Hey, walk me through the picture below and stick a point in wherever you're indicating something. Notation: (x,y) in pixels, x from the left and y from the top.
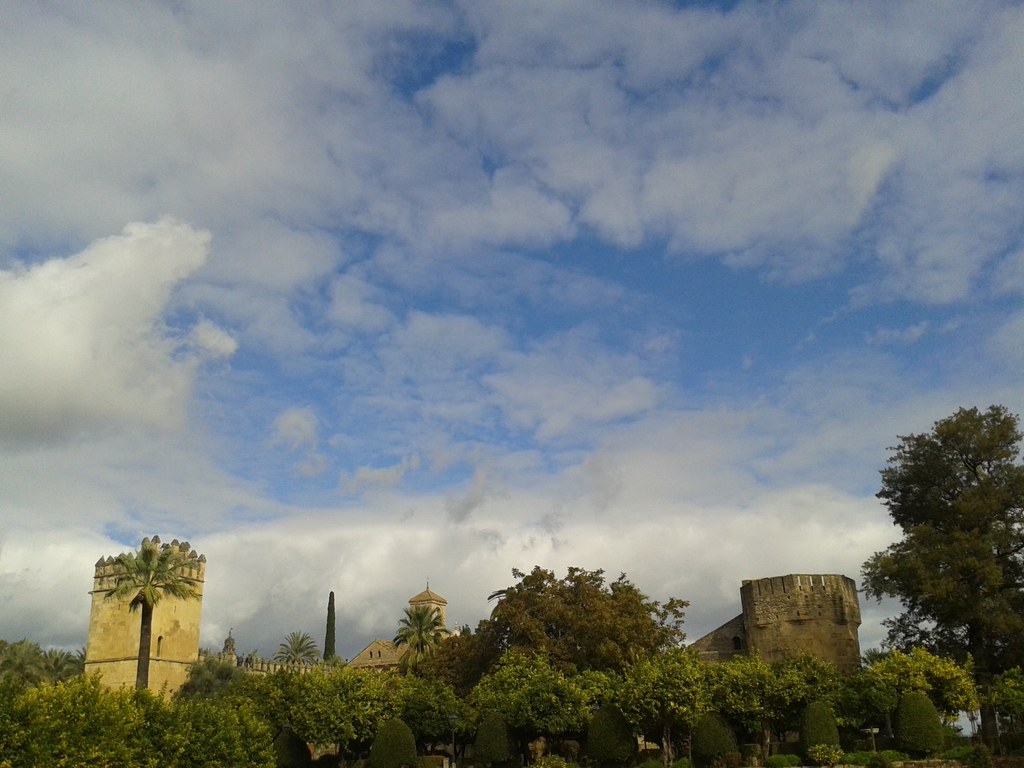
In this bottom of the image (420,602) we can see trees (558,672) and monument (735,652). The sky (434,349) is covered with clouds (667,486).
